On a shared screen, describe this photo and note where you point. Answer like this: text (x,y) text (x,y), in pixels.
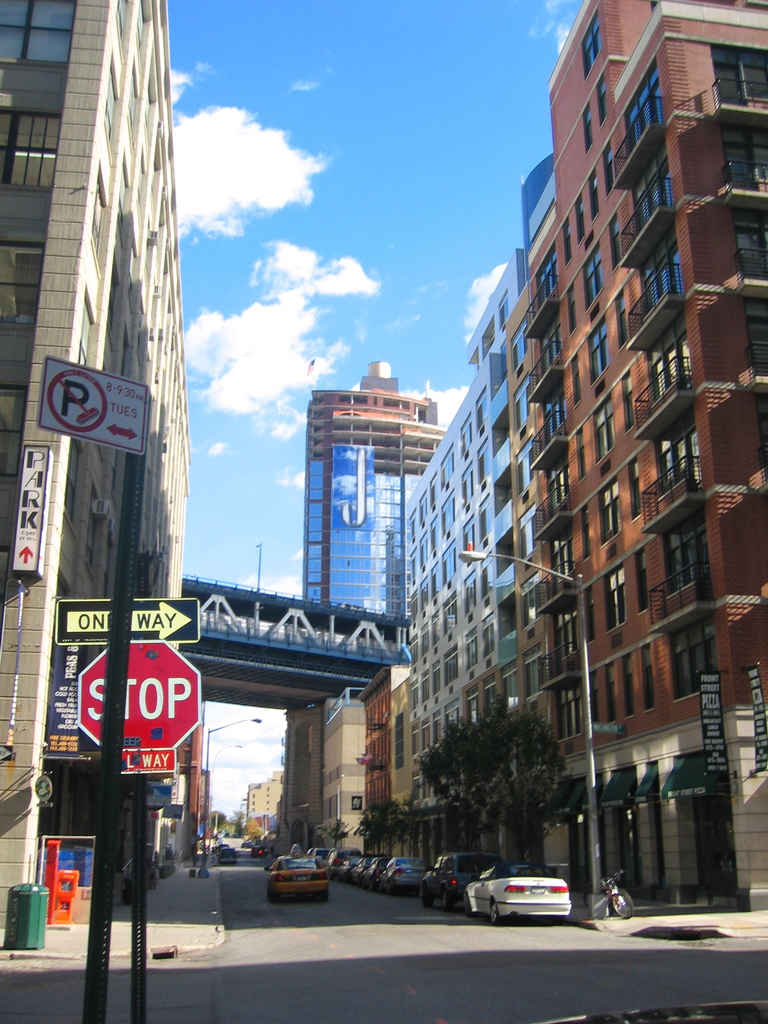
In this image I can see buildings (387,535), vehicles (448,857), poles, lights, name boards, sign boards (54,417) and some objects (24,887) on the ground (163,927). Also there is sky (368,137).
